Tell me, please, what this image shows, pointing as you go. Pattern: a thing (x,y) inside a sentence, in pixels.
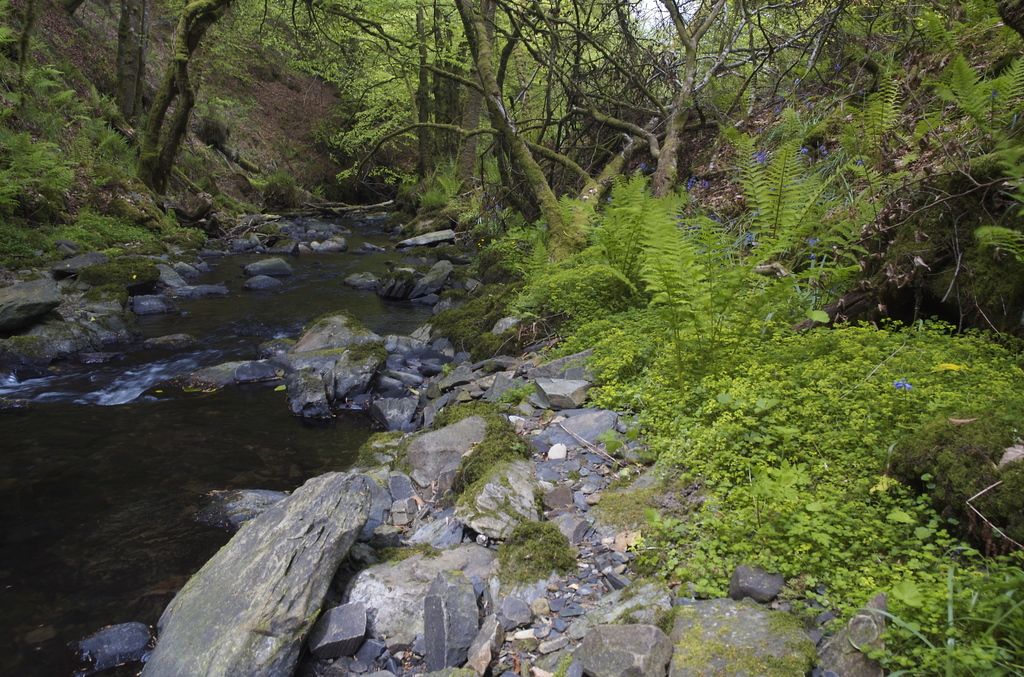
In this picture I can see number of stones (582,420), plants (614,362) and number of trees (357,94). On the left side of this image (32,390) I can see the water (255,298).
